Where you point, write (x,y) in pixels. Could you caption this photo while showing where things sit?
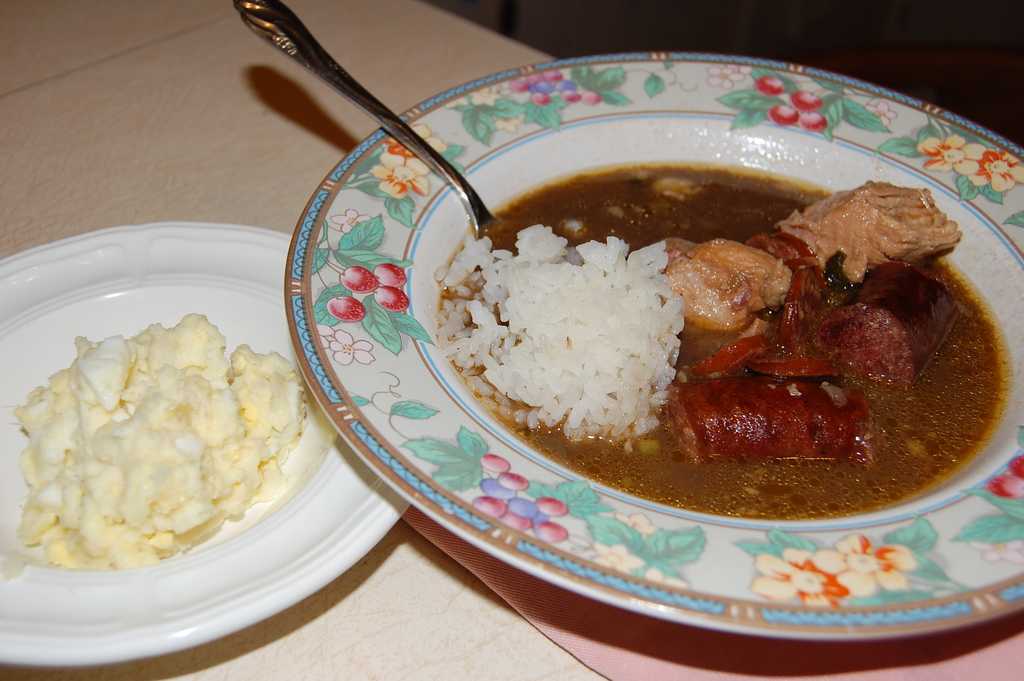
This looks like a wooden board (165,156). I can see two plates (314,340) placed on the wooden board (366,584). This plate (615,562) contains rice (607,380) and curry (713,453) with the spoon (395,133). I can see a design (365,342) on the plate (744,561). This looks like a cloth (626,657).
